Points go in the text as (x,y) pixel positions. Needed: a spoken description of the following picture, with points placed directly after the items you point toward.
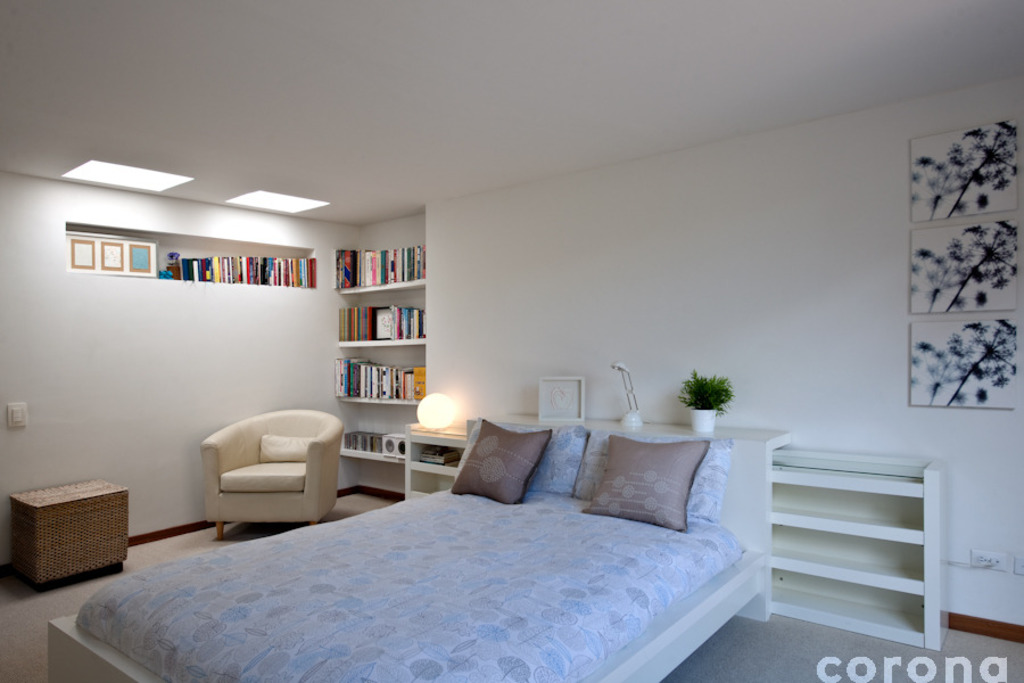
In this image we can see an inside view of the room (408,364) and we can see a bed (432,621) with pillows (588,487). And there are racks (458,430), in that we can see different types of books (299,261). We can see a table (771,458) with frame (565,389), potted plant (715,395), and lights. And there are photo frames (942,383) and sockets (984,555) attached to the wall (745,262). We can see the chair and table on the floor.
